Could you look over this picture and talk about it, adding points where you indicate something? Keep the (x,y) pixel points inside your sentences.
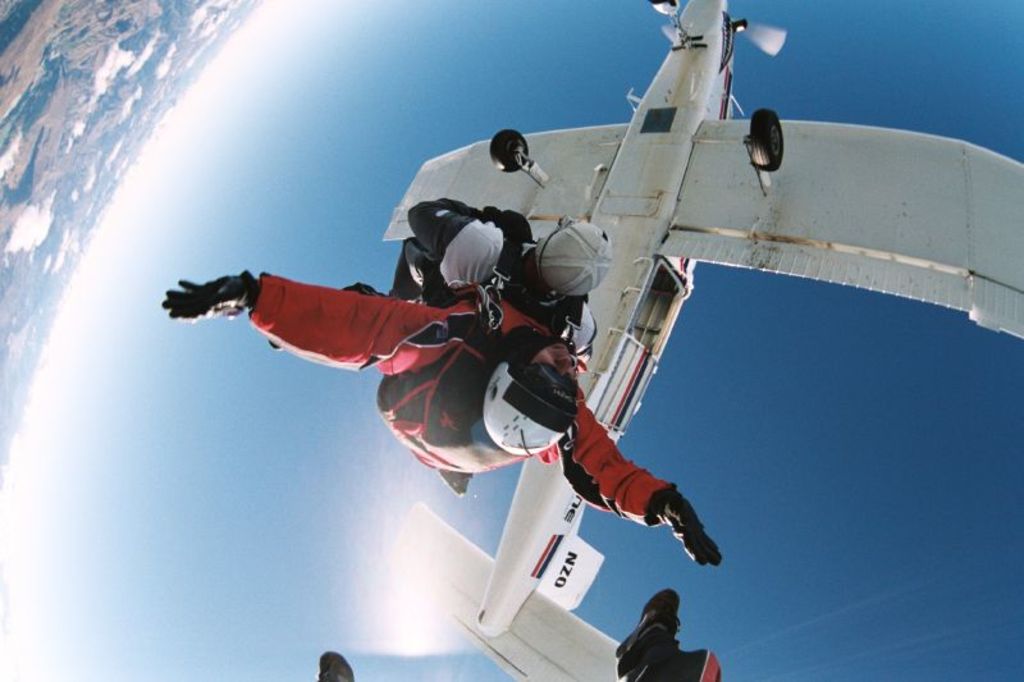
In the picture there is an airplane (647,252), there are three people (576,348) flying in the air (299,376), the third person (714,674) picture is not clear and on the left side (24,370) there is a land surface (122,39).
